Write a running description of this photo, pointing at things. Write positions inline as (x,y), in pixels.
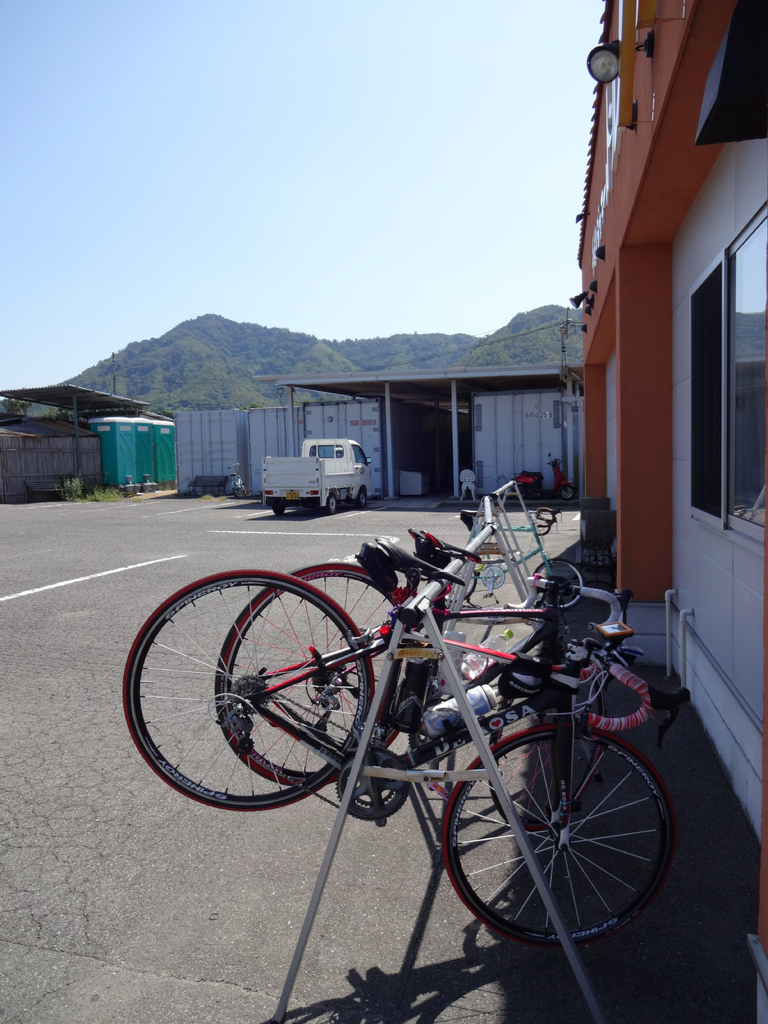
In this image in the center (455,631) there are bicycles (498,658). On the right side (641,439) there is a house (698,447) and there is a window (739,439). In the background (286,441) there are vehicles (263,473), there are houses (281,451) and mountains (399,359).
